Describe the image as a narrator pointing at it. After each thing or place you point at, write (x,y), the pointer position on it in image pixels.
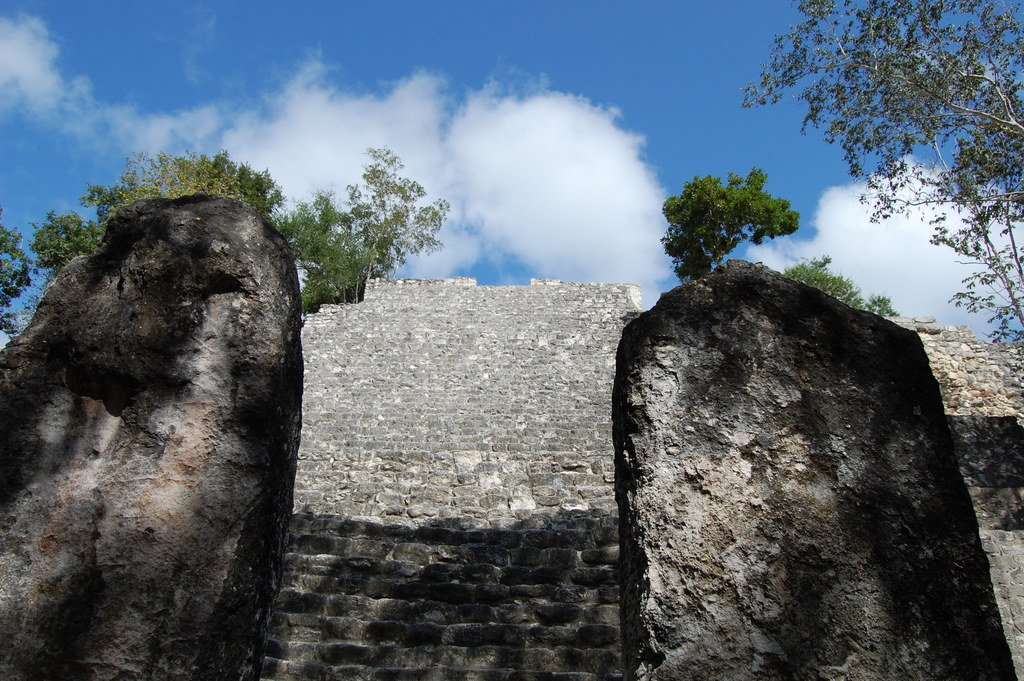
In this image I can see few stairs (441,357), and I can also see few rocks (221,432). Background (726,224) I can see trees (972,294) in green color and the sky (522,167) is in blue and white color.
